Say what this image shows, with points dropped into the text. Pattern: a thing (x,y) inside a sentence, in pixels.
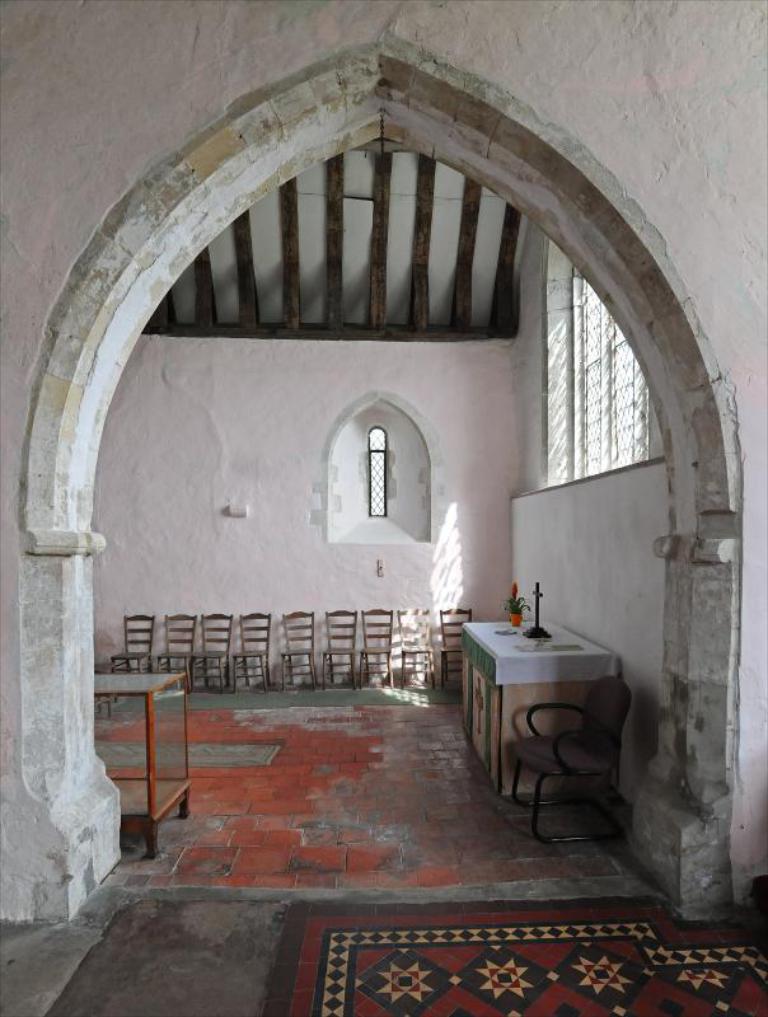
In the center of the image (351,660) we can see a entrance (362,70). On the right side of the image (554,760) there is a table (496,723), flower vase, chair (544,759), window (592,434) and wall (609,511). In the background (497,596) there are chairs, wall (289,591) and window (373,481).
